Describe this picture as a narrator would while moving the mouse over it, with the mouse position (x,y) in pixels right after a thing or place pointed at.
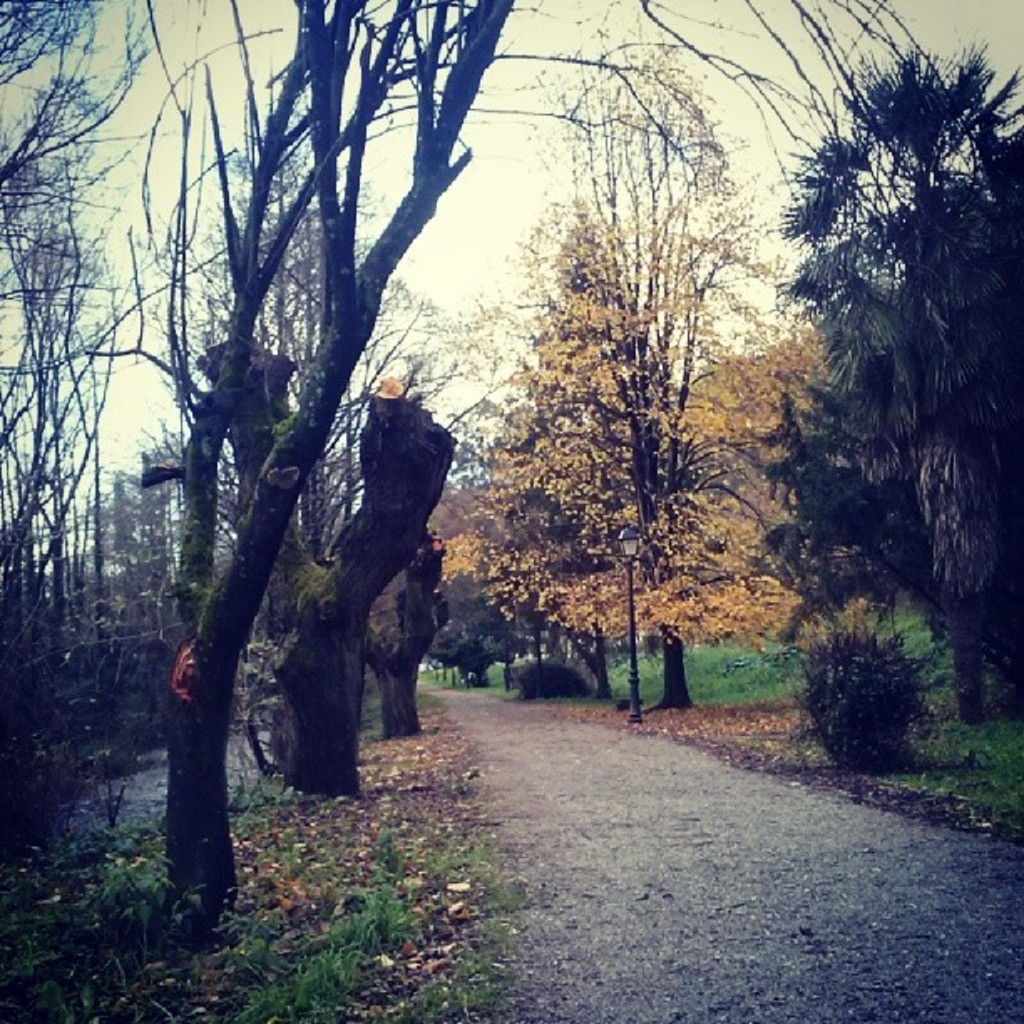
On the right side of the image (807,955) there is a road (594,923). In the background (445,680) there are trees (567,256) and sky (516,218). At the bottom (342,938) there is grass (300,958).
